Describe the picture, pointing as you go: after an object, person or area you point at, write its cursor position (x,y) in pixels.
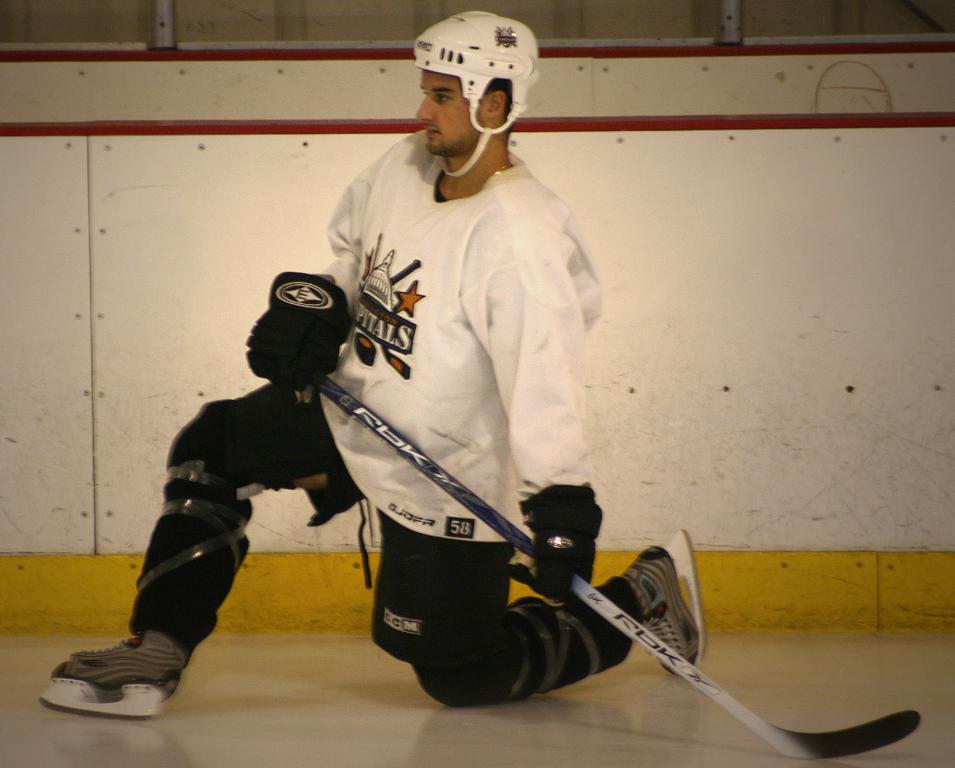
In the center of the picture (482,325) there is a person (557,590) playing ice hockey. In the background (193,179) it is wall (734,263). The person (563,331) is wearing white helmet (488,38) and white shirt (491,345).
